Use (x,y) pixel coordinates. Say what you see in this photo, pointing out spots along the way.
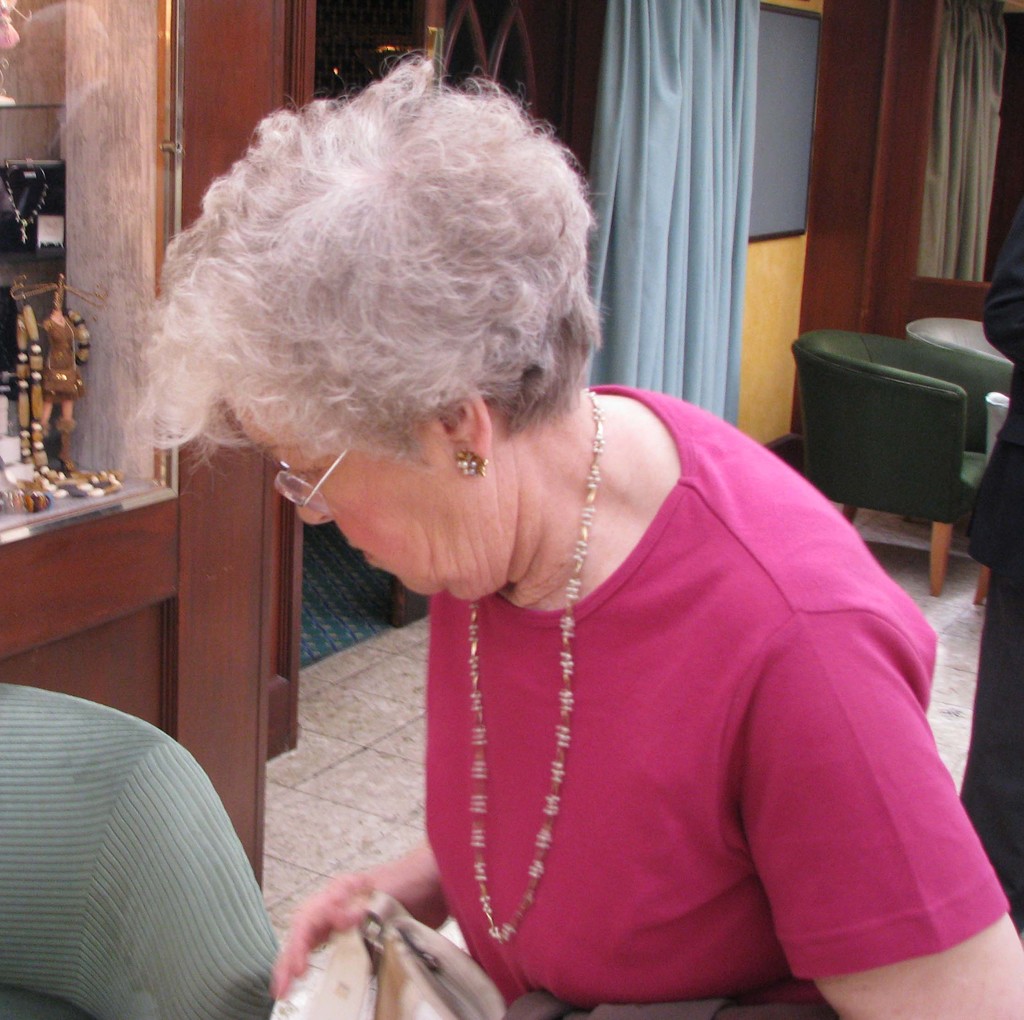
In this picture we can see a woman (557,453). she has spectacles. These are the chairs (879,348) and this is curtain (676,239). And this is floor (355,786).
